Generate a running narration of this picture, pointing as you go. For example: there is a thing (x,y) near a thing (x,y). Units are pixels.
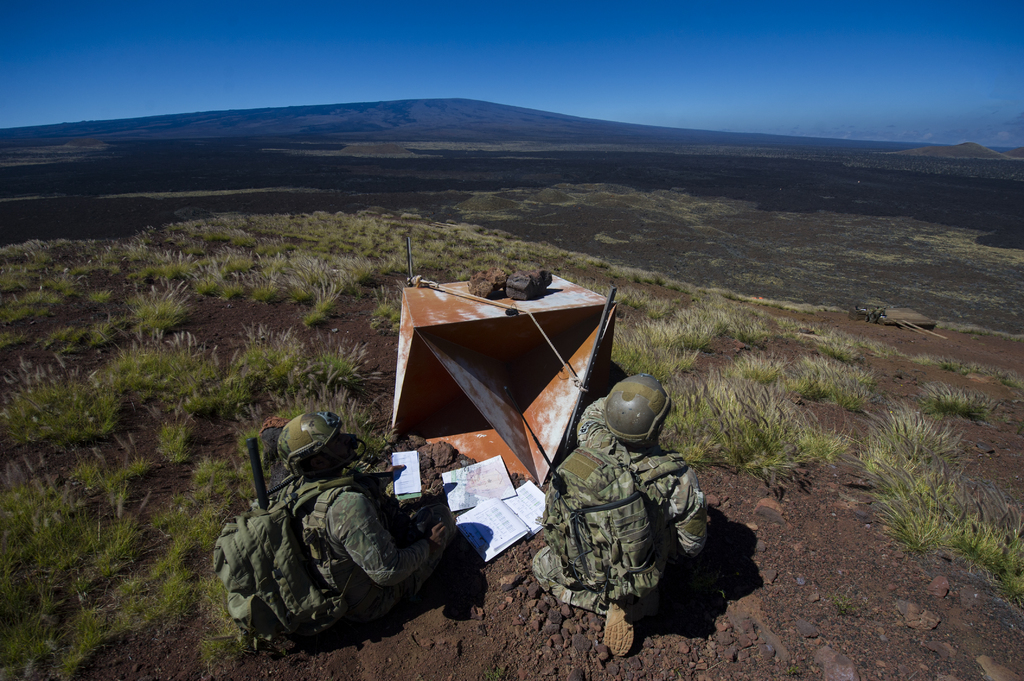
In this image I can see two soldiers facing towards the back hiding themselves behind a metal structure (464,360). There are some papers (508,506). I can see the open area (374,194) and mountains (486,125) in the image. At the top of the image (346,75) I can see the sky (394,55).
